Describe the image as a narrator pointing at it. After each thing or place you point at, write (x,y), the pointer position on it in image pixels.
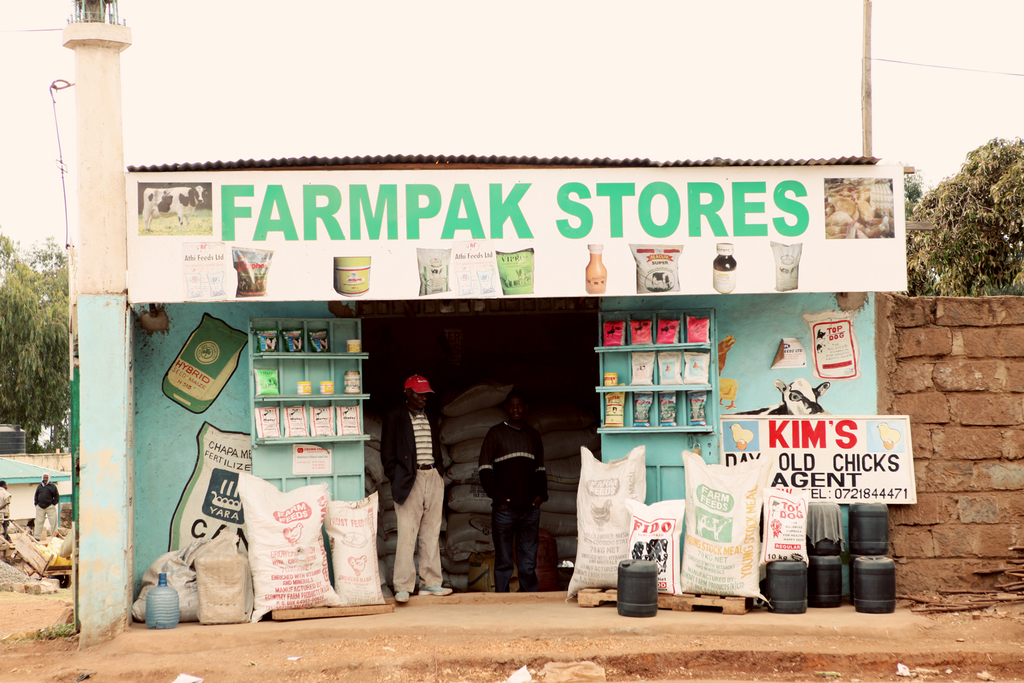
In the foreground of this image (381,227), there is a store (702,312) where we can see few boards (837,483), products (647,330) in the shelf (289,383), few gunny bags (600,549) and cans (857,577) on the ground (452,601). In the middle (409,393), there are two men (407,508) standing and behind them, there are gunny bags (456,476). On the right (999,476), there is a wall (996,371) and a tree (964,283). On the left (58,494), there are two men (5,493), few objects (27,554), wall (26,500), roof (12,477) and a tank (14,443). At the top (418,40), there is the sky (488,46).
